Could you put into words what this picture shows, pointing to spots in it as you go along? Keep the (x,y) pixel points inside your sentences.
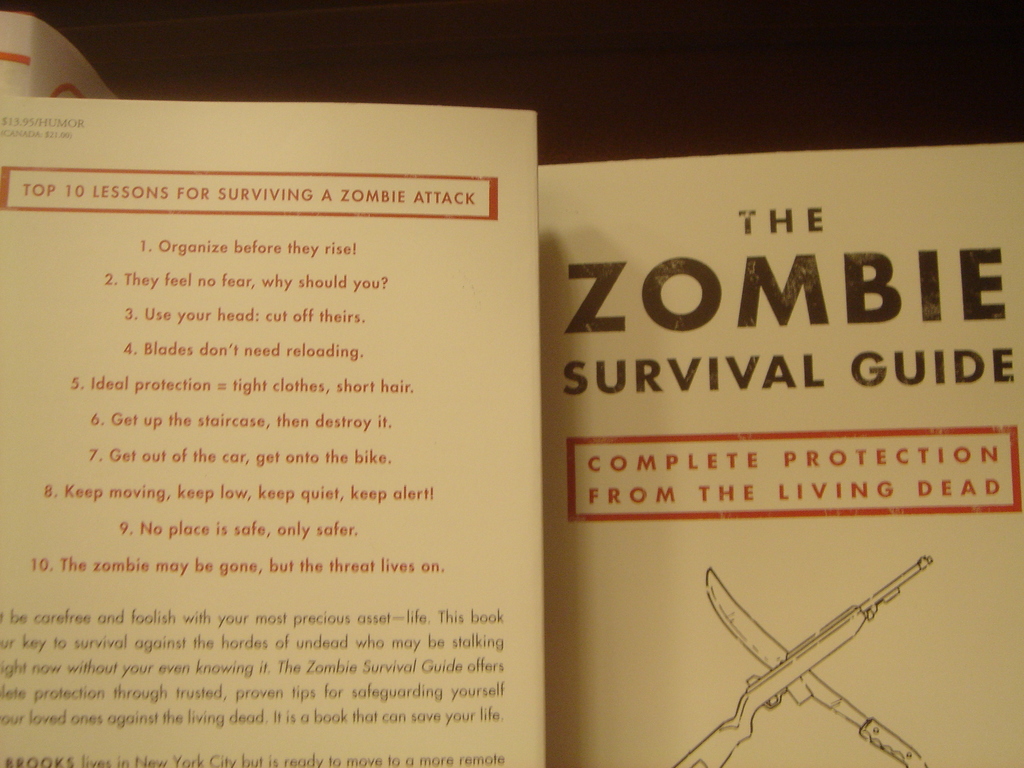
In this image, we can see an instruction guide (505,267) contains some text (696,367).
